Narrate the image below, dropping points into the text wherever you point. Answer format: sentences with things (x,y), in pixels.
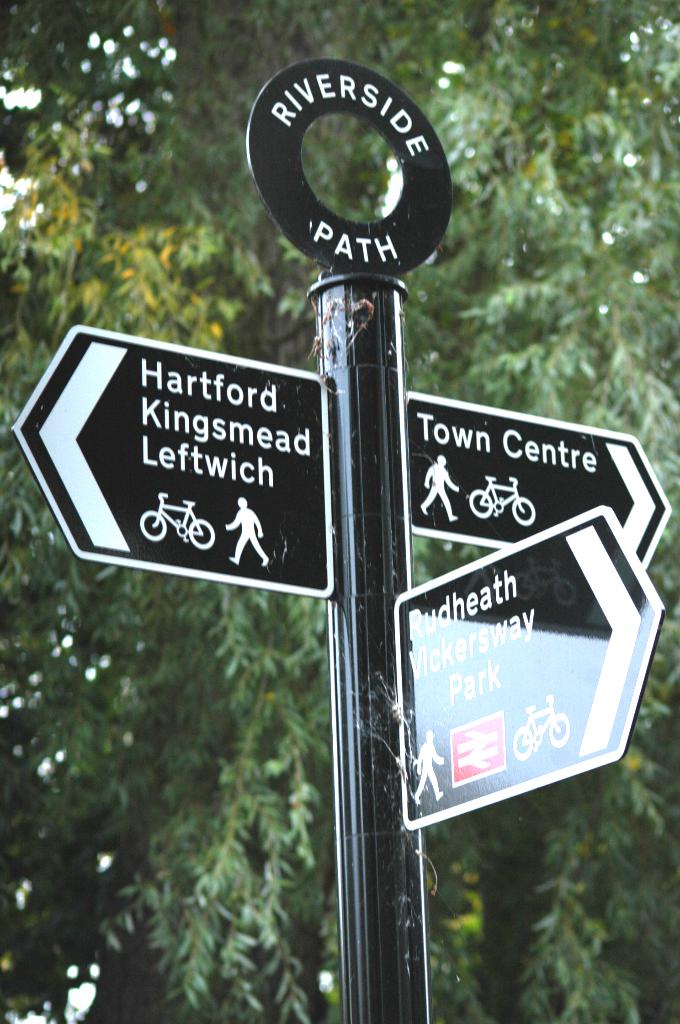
In this image I can see the black color pole (344,768) and there are three boards (528,506) to it. And I can see something is written on it. In the background (258,303) I can see many trees (139,718).
